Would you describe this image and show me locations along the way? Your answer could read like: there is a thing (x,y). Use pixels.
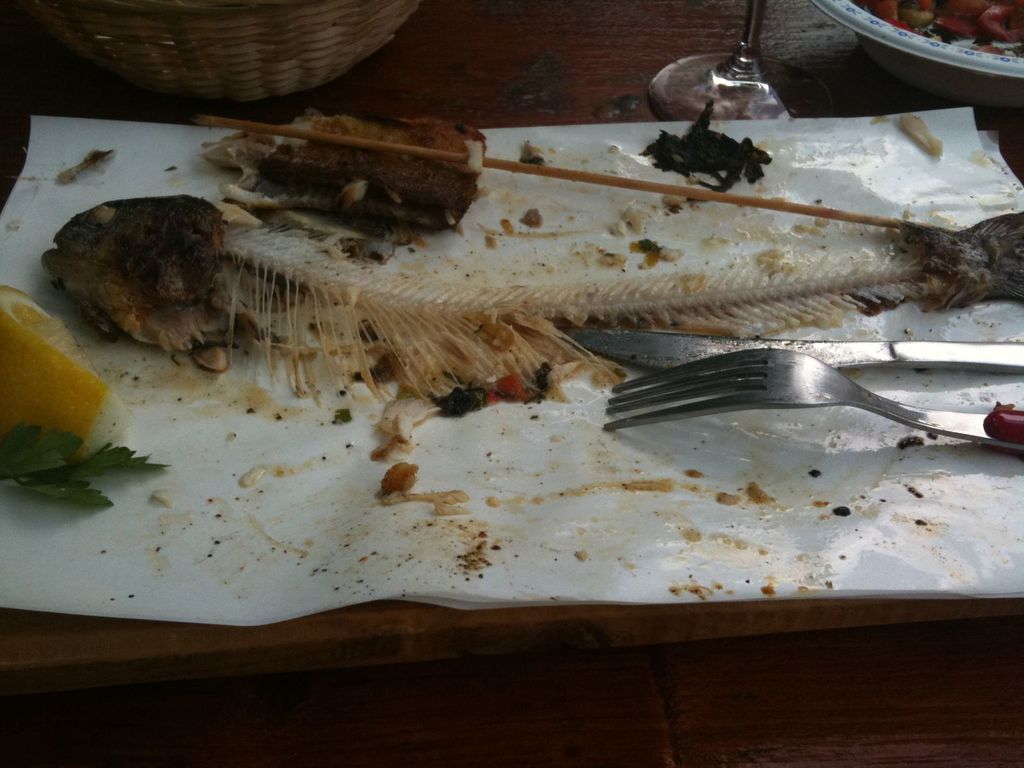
In this image in front there is a wooden table (54,668). On top of it there is a cover (736,513) on which there is a fork (785,387). There is a knife (833,346). There is a slice of a lemon (14,300) and there are food items (910,280). Beside the cover (903,326) there is a glass (719,77). There are bowls (297,50).
